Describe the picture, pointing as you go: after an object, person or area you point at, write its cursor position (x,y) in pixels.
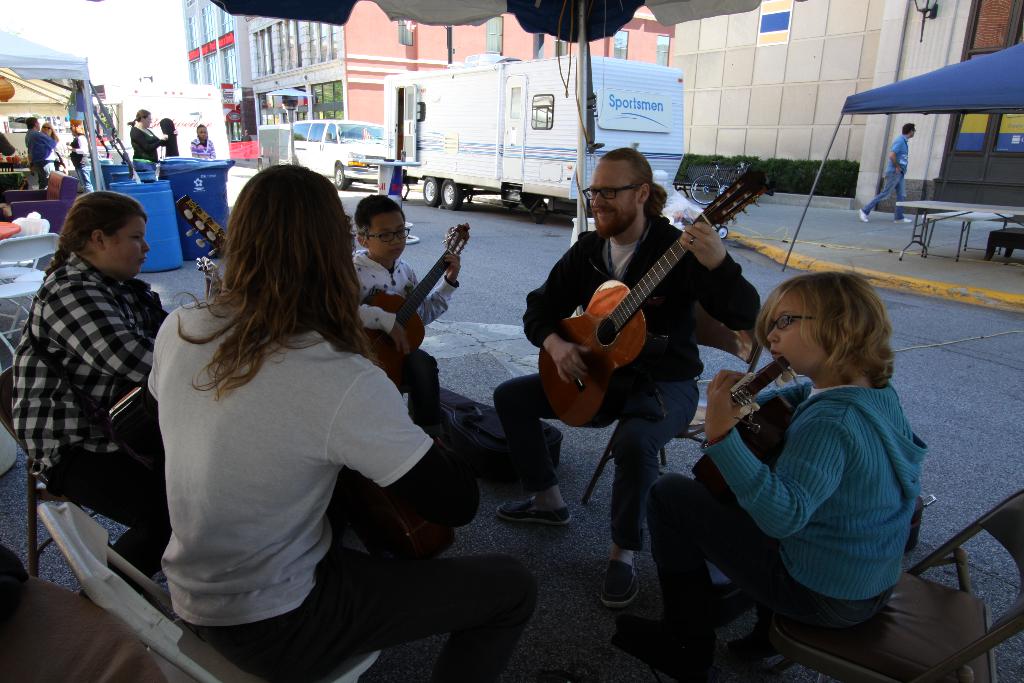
this picture shows a group of people (91,297) seated and some people (744,303) holding guitar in their hand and we see few are standing and a trailer (671,105) and a car (333,165) parked on the side and we see couple of buildings (713,57) and a man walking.
